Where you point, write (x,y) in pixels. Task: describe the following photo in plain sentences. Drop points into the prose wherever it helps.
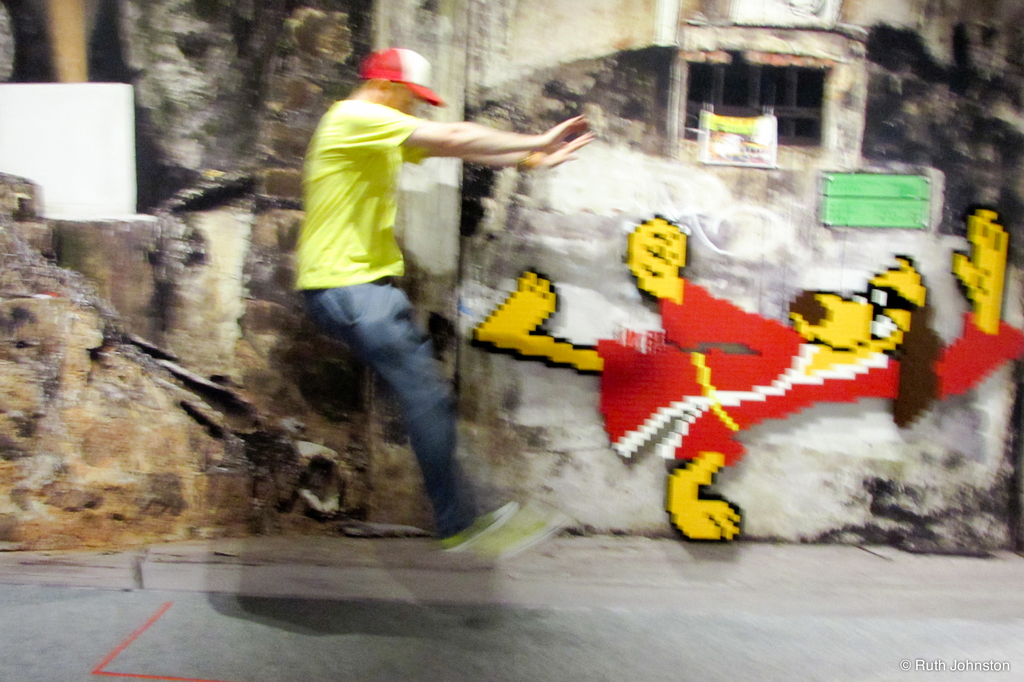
In this image I can see a person (313,288) and the person (444,422) is wearing green shirt (370,211), blue pant (372,295). I can also see a cartoon toy (833,360) which is in yellow and red color, background (813,264) the wall (223,307) is in brown and cream color.
